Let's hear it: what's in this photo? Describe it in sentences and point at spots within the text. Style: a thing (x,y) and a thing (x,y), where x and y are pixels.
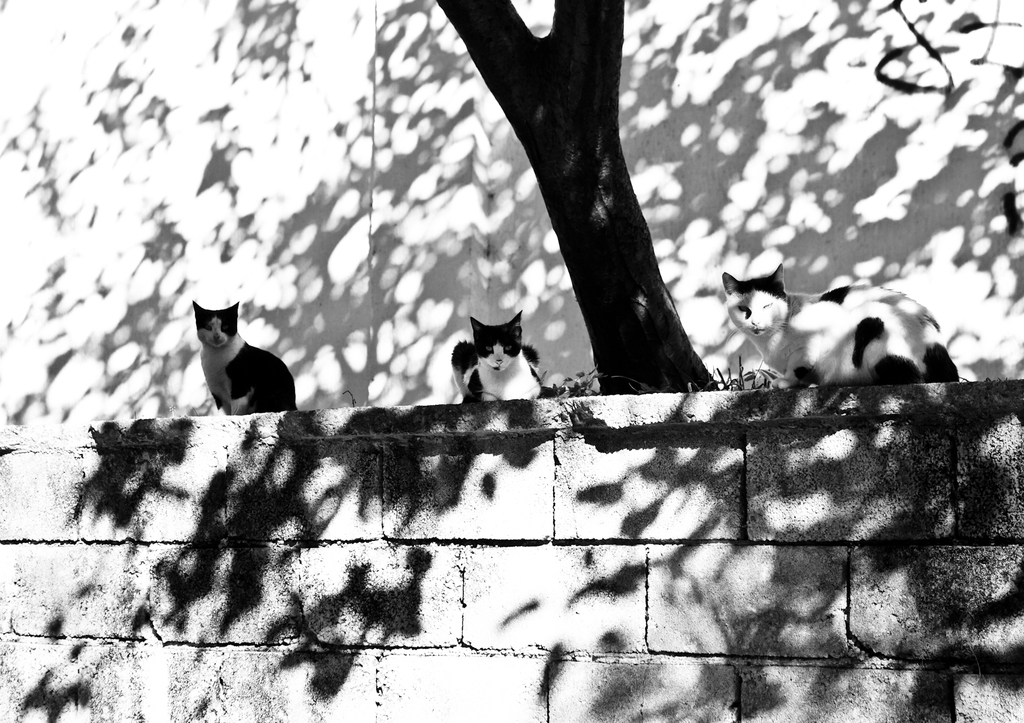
In this image I can see the black and white picture in which I can see the wall (416,605) which is made up of bricks (519,582) and on the wall (289,506) I can see few cats (268,362) which are black and white in color and a tree (621,212) which is black in color. I can see the white colored wall (377,145) in the background (833,170).
